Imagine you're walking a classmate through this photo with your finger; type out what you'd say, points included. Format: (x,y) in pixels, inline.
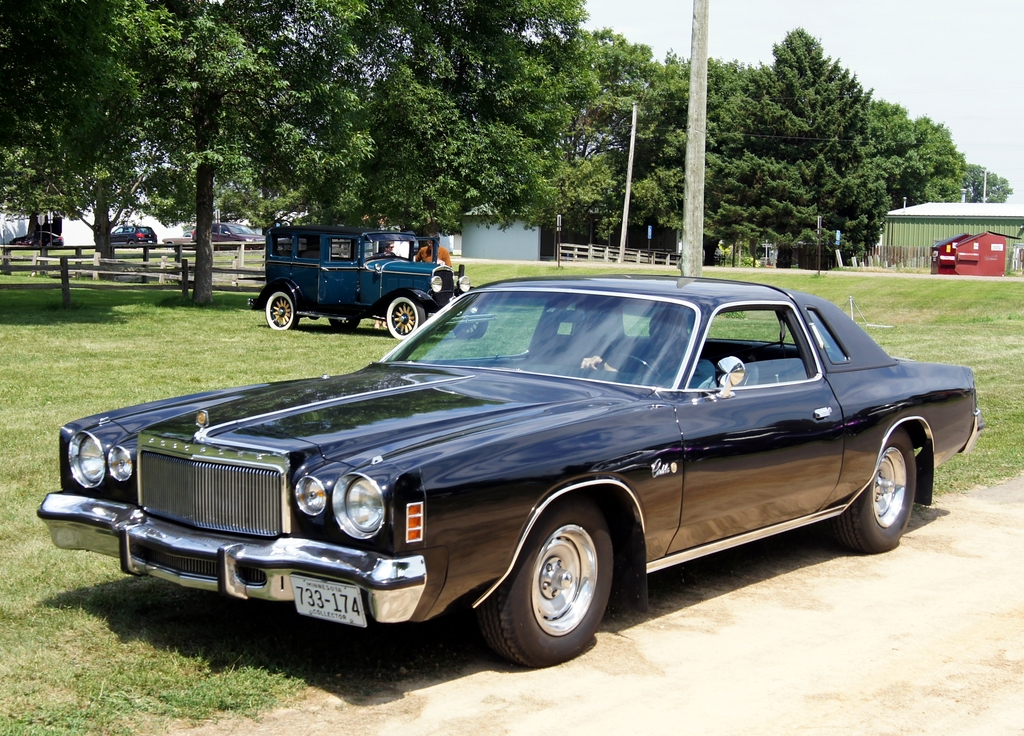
In this image we can see a person (683,357) inside the car (662,462). We can also see the vehicles (365,240), people (430,241), wooden barriers (232,275) and also the poles (693,220). We can also see the house (942,217), trees (132,3), path (924,728) and also the grass (127,580). Sky (746,19) is also visible.
